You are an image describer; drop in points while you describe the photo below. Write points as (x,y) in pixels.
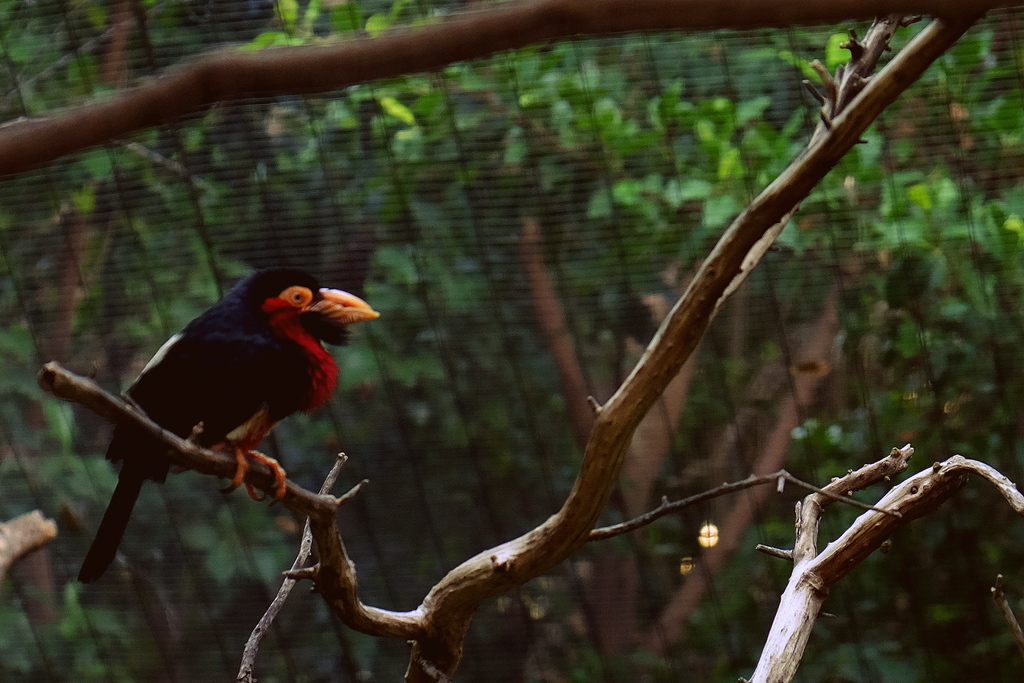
This is the picture of a bird (234,295) on the tree stem (225,465) and behind there is a grill (522,213) and some trees (348,165) to the other side of the fencing (256,214).
